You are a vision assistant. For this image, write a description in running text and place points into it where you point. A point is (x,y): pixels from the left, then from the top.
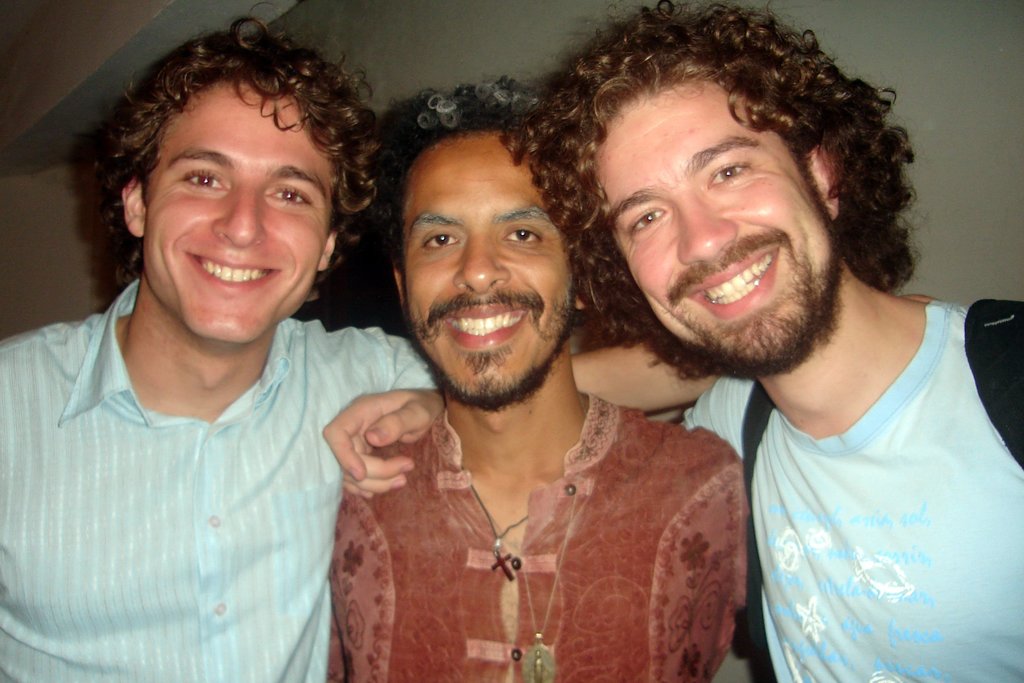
In this picture I can see there are three men (312,653) standing and they are wearing blue shirts (801,609) and a person (473,568) is wearing a brown shirt (485,561). In the backdrop (591,33) there is a wall (456,23).
